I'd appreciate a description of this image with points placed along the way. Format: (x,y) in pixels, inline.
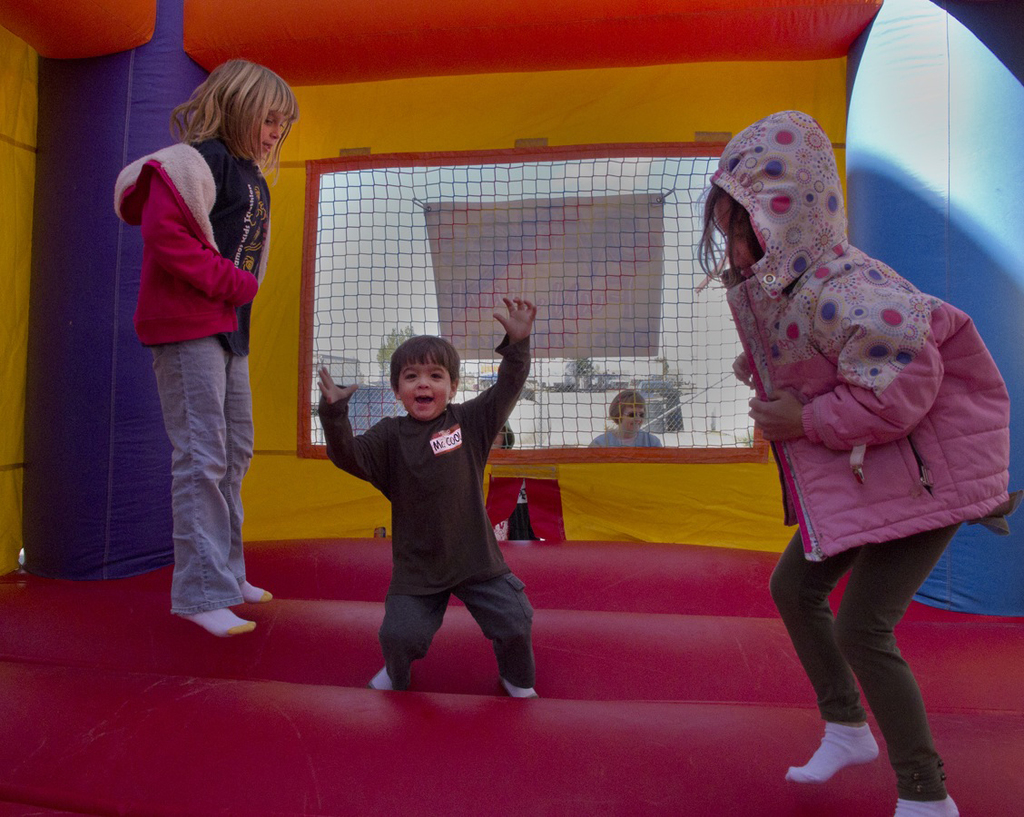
In this image, we can see children (223,288) in bounce house (159,575).
